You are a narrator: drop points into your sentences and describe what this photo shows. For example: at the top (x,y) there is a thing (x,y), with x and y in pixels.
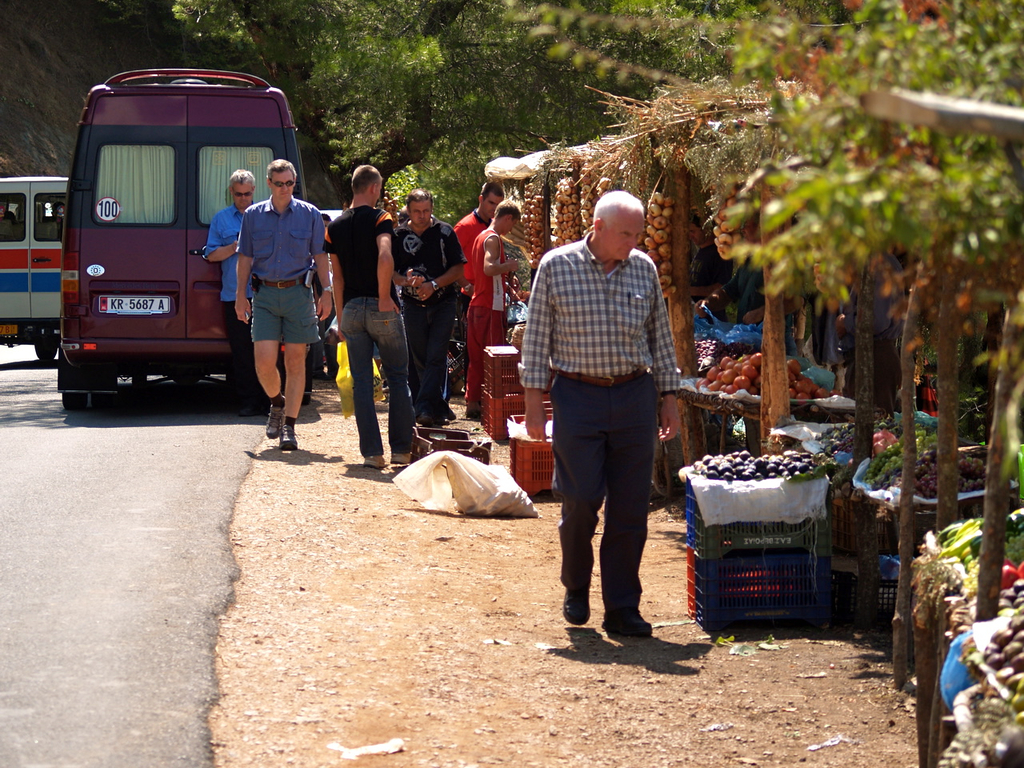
In this picture there are people (471,256) in the center of the image (669,312) and there are fruit stalls (690,252) on the right side of the image (754,252), there are vehicles (193,194) on the left side of the image (199,265), there are trees (598,83) in the background area of the image (437,61).
